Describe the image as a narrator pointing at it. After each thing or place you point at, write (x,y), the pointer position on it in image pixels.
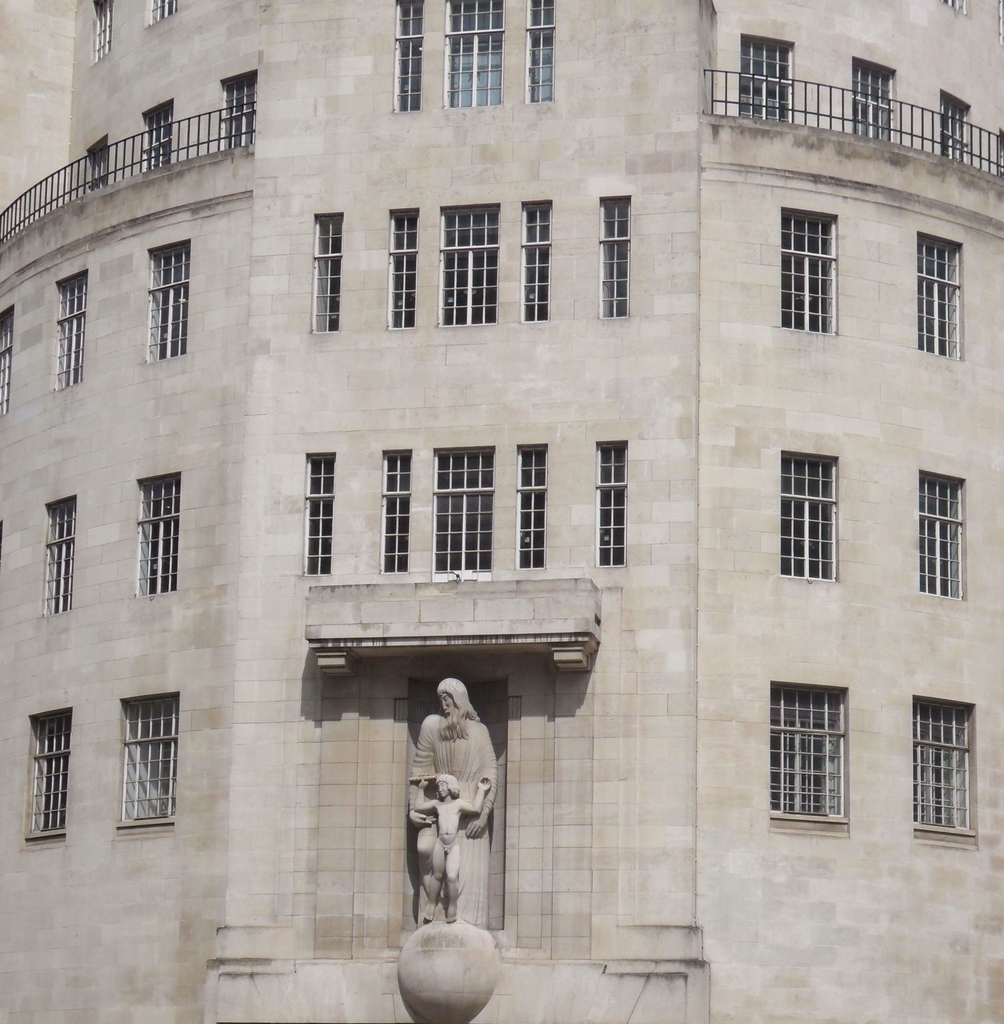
In this image I can see the statue (461,718) to the building (378,709). I can also see many windows (166,271) and railing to the building (494,395) and this is in ash color.
